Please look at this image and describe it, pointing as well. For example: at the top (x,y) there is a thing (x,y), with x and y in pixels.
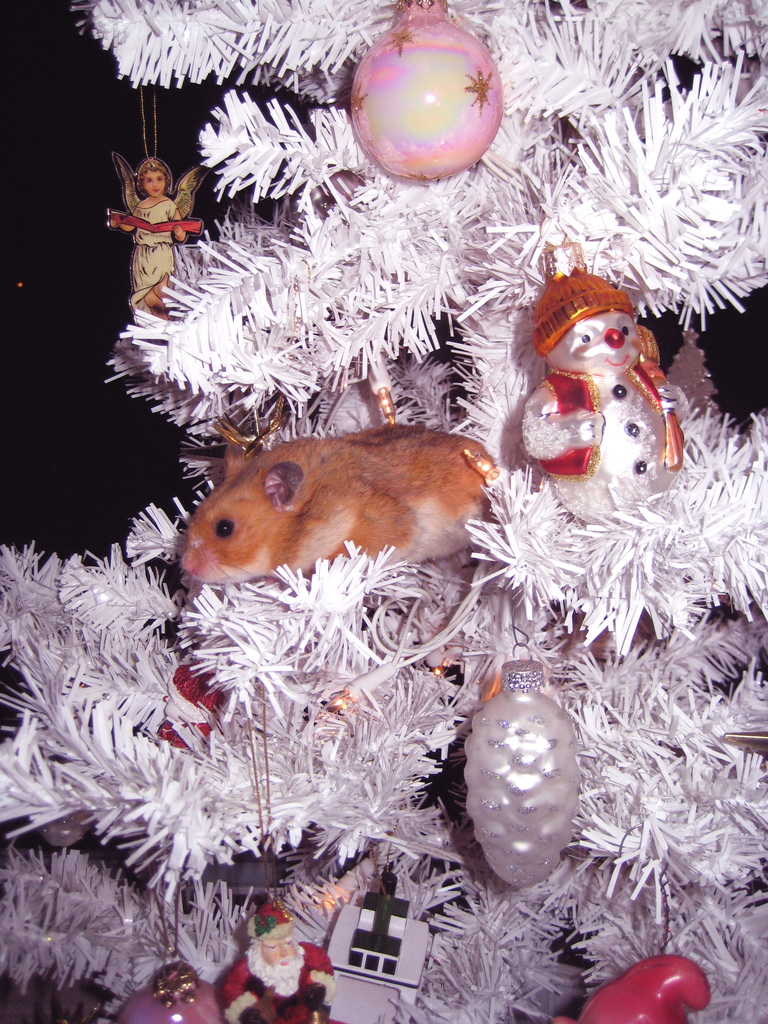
In this image there is Christmas tree (510,235), and there is one hamster (282,529) is on it as we can see in middle of this image (330,547).
